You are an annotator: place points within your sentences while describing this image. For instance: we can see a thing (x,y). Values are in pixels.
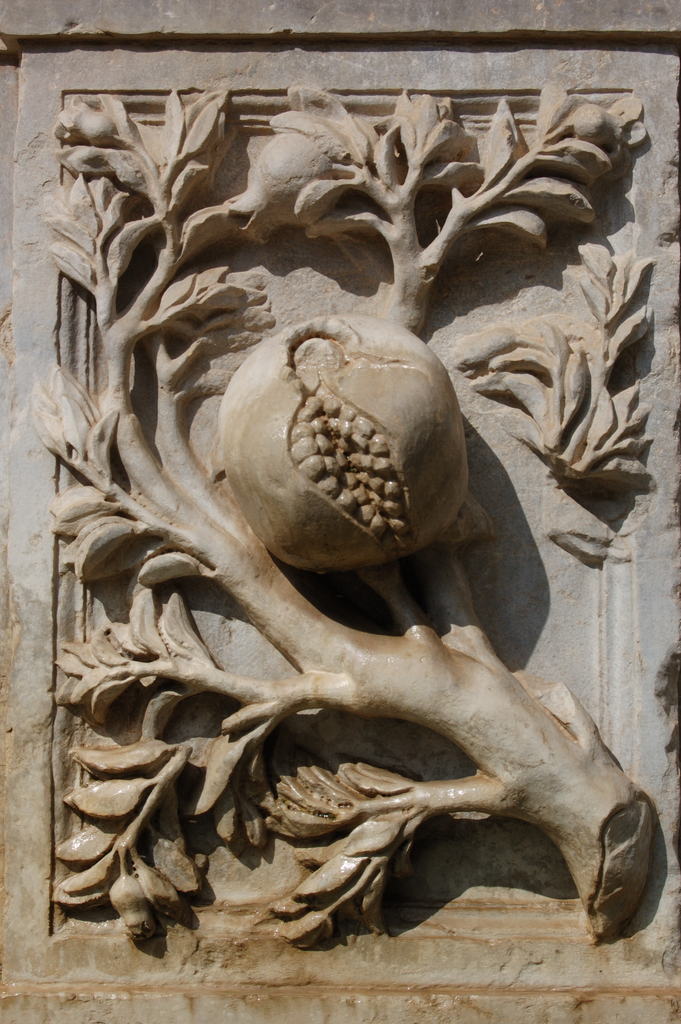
In this picture we can see a stone (676,574), carved in the shape of a plant (418,253) and fruits (384,351).
